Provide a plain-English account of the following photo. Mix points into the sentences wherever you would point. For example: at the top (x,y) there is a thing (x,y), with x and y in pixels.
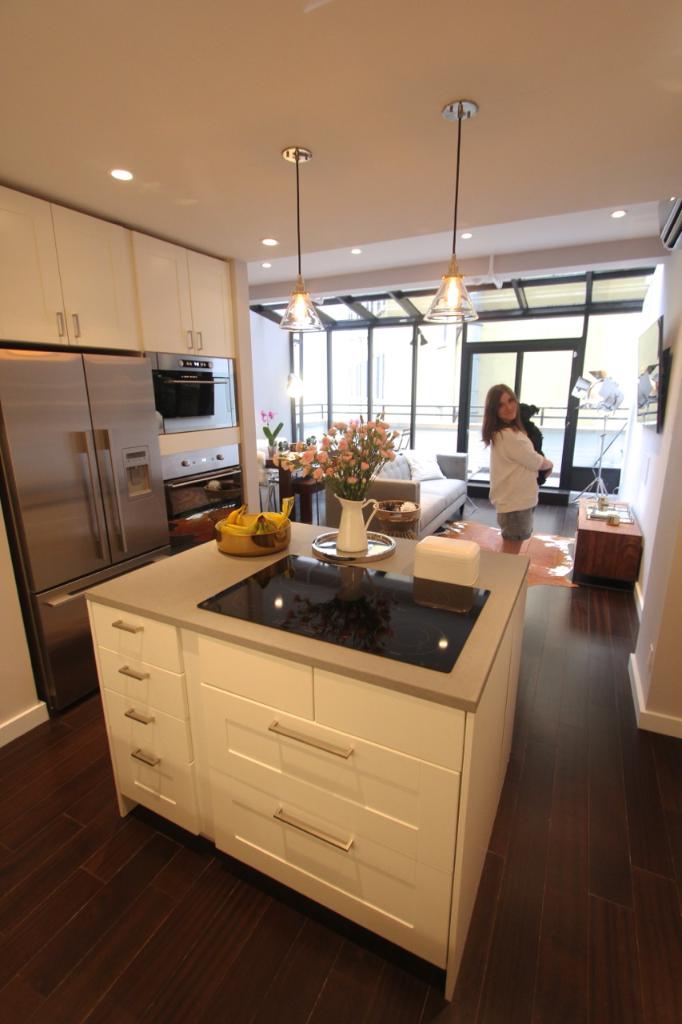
A girl (516,406) is standing in a room (536,608) posing to camera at a distance.
